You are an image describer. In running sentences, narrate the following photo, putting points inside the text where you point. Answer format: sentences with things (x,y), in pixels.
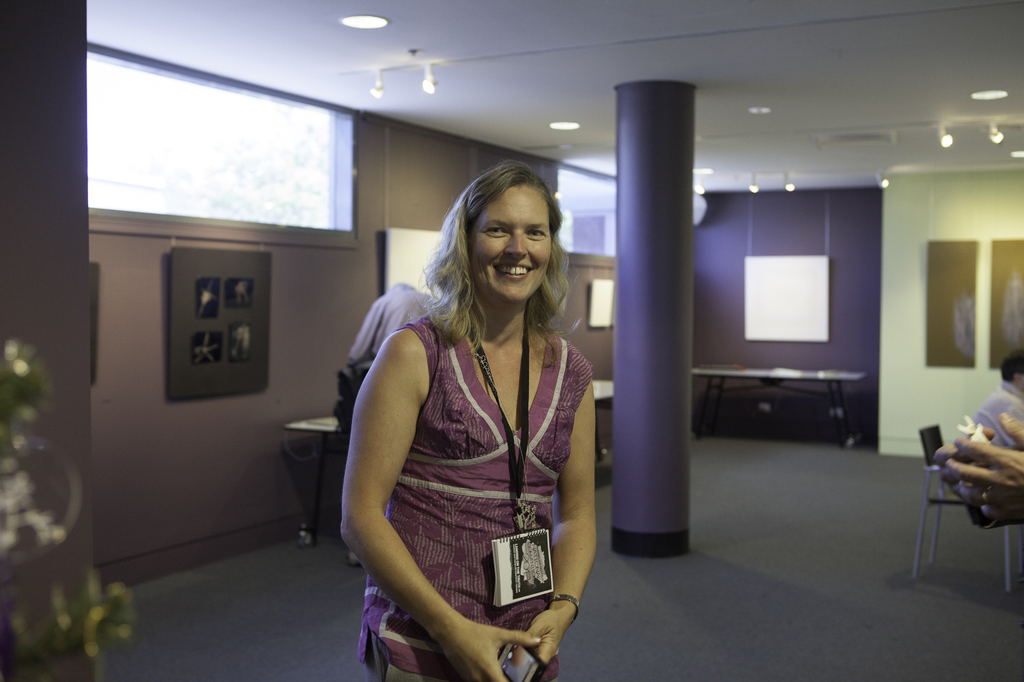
This picture is taken inside the room (375,217). In this image, in the middle (471,238), we can see a woman (588,530) standing and holding a mobile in her hand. On the right side (1019,393), we can also see a person (1005,395) sitting on the chair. On the right side (965,469), we can also see hand (1015,439) of a person (1017,462) holding some object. In the left corner (102,593), we can see some plants (59,632). In the background (658,447), we can see a person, table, pillar (677,449), window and few photo frames (223,319) which are attached to a wall (414,180). At the top (838,61), we can see a roof (679,47) with few lights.
